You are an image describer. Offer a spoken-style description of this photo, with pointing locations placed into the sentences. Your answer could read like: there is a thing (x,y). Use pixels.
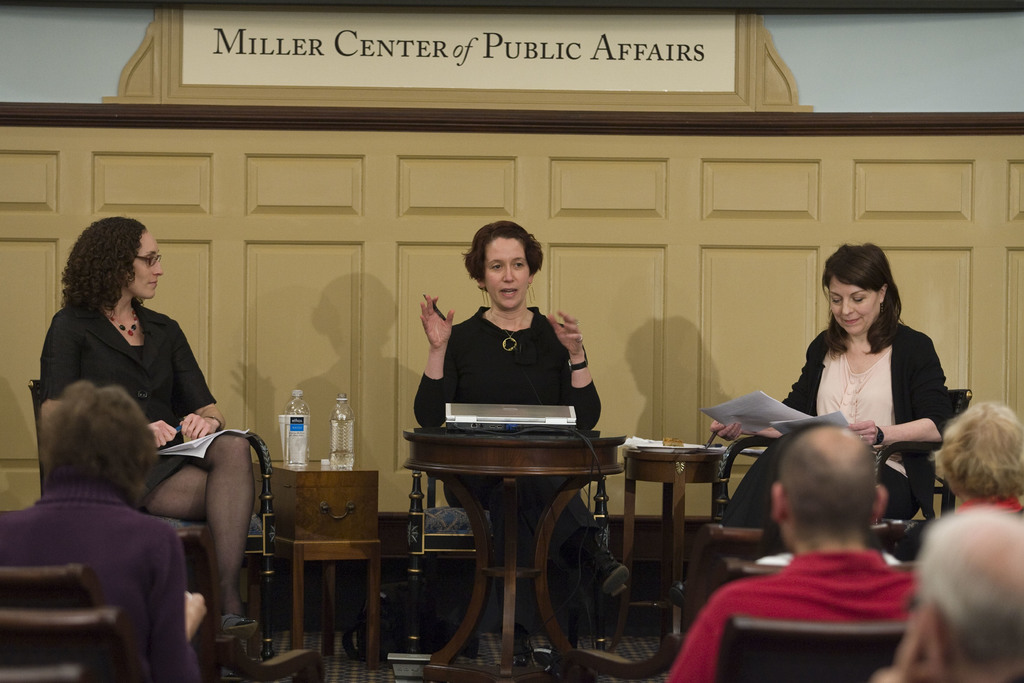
There are three women (433,393) sitting on the chair (725,488). Here is a small table (315,481) with a water bottles (341,458) on it. This looks like a name board (676,80) at the background (729,101). These are the audience (866,600) sitting on the chairs (130,646).
